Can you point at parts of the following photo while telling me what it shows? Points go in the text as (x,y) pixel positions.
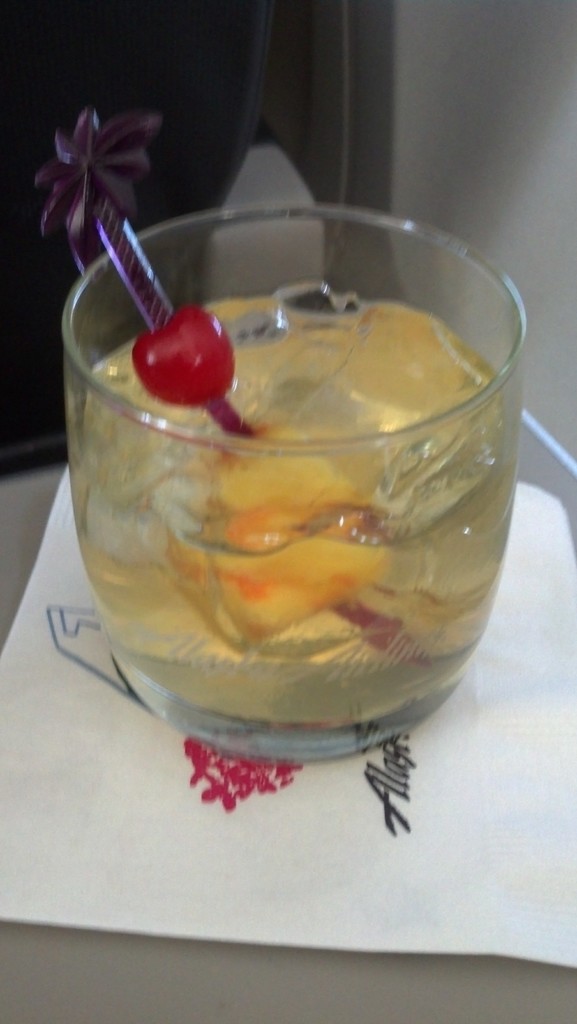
In this image there is a table (272,1001) truncated towards the bottom of the image (467,1007), there is a paper (143,741) on the table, there is text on the paper (464,812), there is a glass (261,267) on the paper (523,731), there is the drink (313,337) in the glass (279,257), there is an object (157,278) in the glass (174,267), there is a wall (519,153) truncated towards the right of the image (498,169), there is an object (27,197) truncated towards the left of the image (46,128).
